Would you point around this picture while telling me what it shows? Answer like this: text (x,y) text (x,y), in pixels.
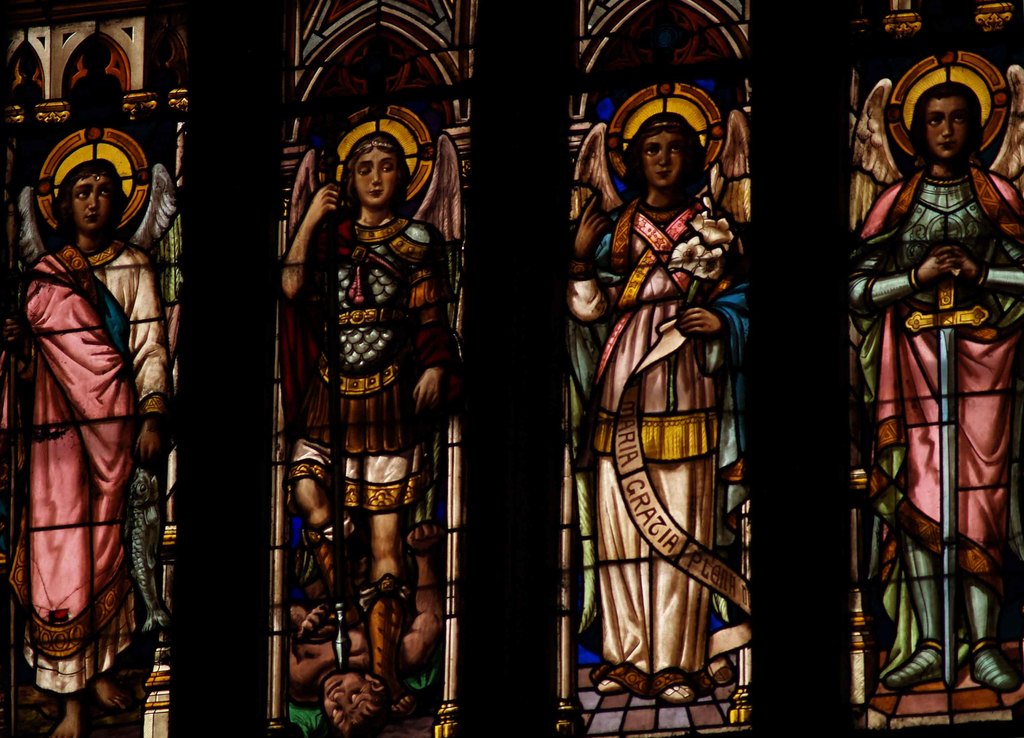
In this image we can see the painting (582,349) of a person (662,312) and objects (658,348) on the glasses (625,385).
